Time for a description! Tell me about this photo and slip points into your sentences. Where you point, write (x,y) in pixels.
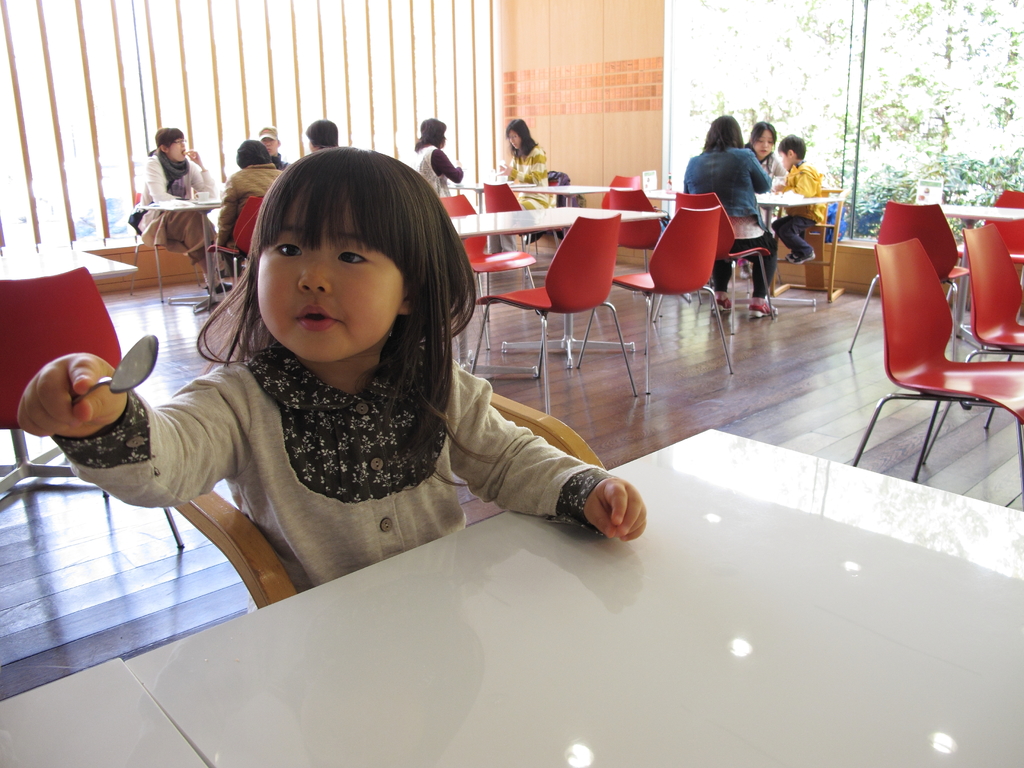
This image consists of a girl (533,506) sitting on the chair (262,583) before a table (478,560). At the right side (1003,264) there are few chairs (944,229) and table (942,208). Middle of the image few persons (433,172) are sitting on the chair (826,193). Right side (791,148) a boy (804,243) is wearing a yellow shirt (801,215). At the background (962,229) there are few trees (807,142).
